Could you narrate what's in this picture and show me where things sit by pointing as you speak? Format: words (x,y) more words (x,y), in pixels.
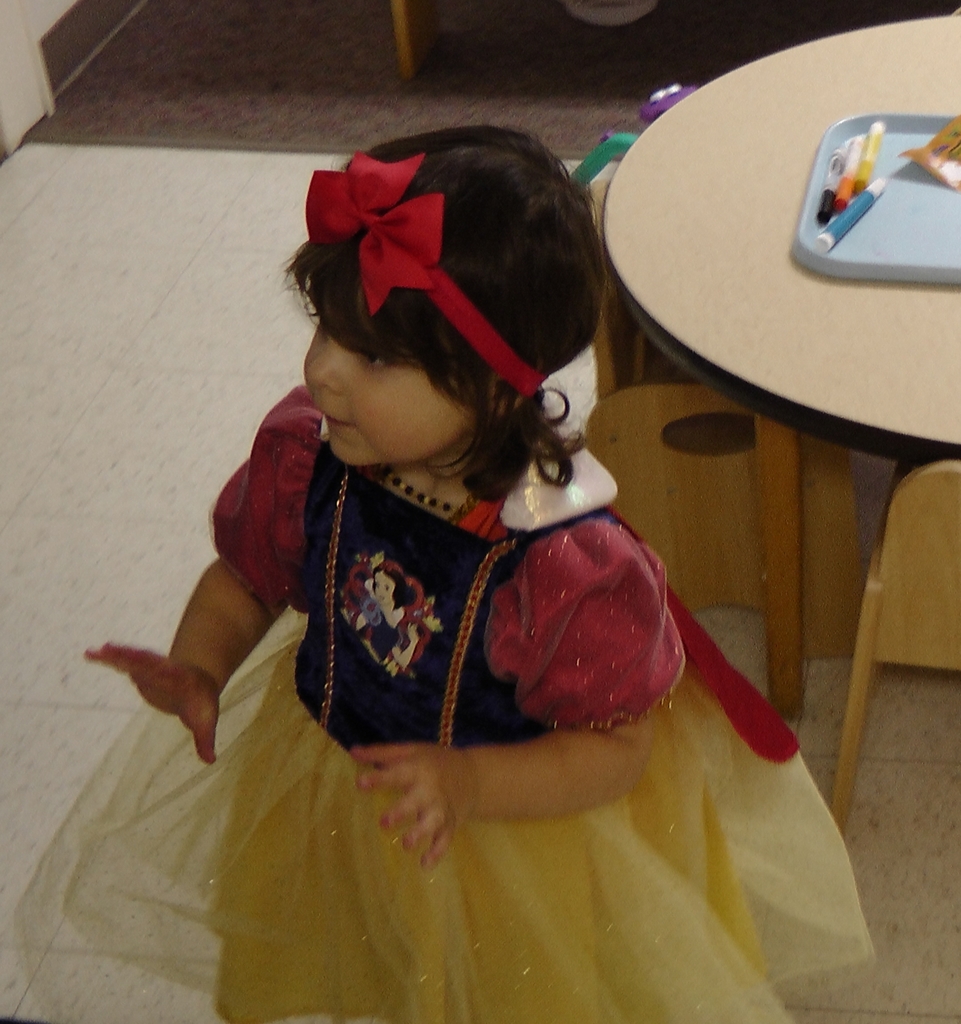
There is a girl (311,641) wearing a gown (311,641) standing on the floor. She is wearing a red color headband (460,309). Behind her there is a table (761,347). On the table (716,220), there are some accessories (866,207).
